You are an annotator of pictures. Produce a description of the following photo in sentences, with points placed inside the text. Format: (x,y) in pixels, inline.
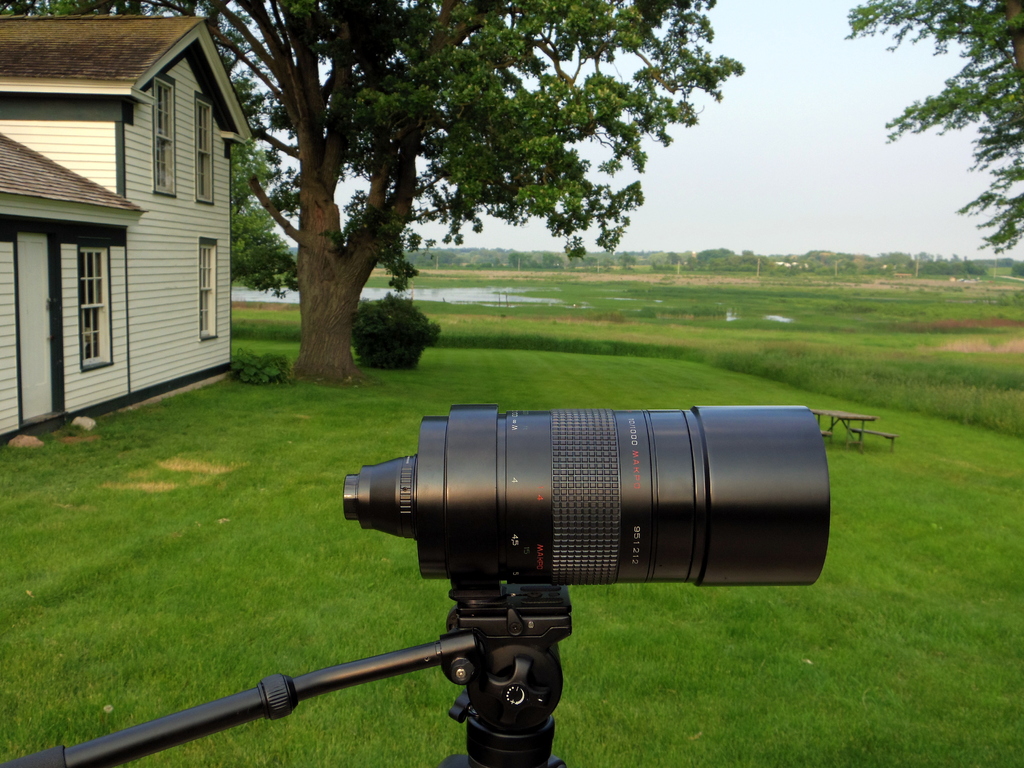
This picture is clicked outside. In the foreground (534,700) there is a camera (551,551) attached to the stand (488,670). On the left (160,119) we can see the house (152,189) and a tree (382,120) and some plants (386,352). In the background (811,156) there is a sky (760,205) and the trees (727,252) and a water body (453,294) and we can see the green grass (848,576) and a bench (870,433) and a table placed on the ground (876,487).
